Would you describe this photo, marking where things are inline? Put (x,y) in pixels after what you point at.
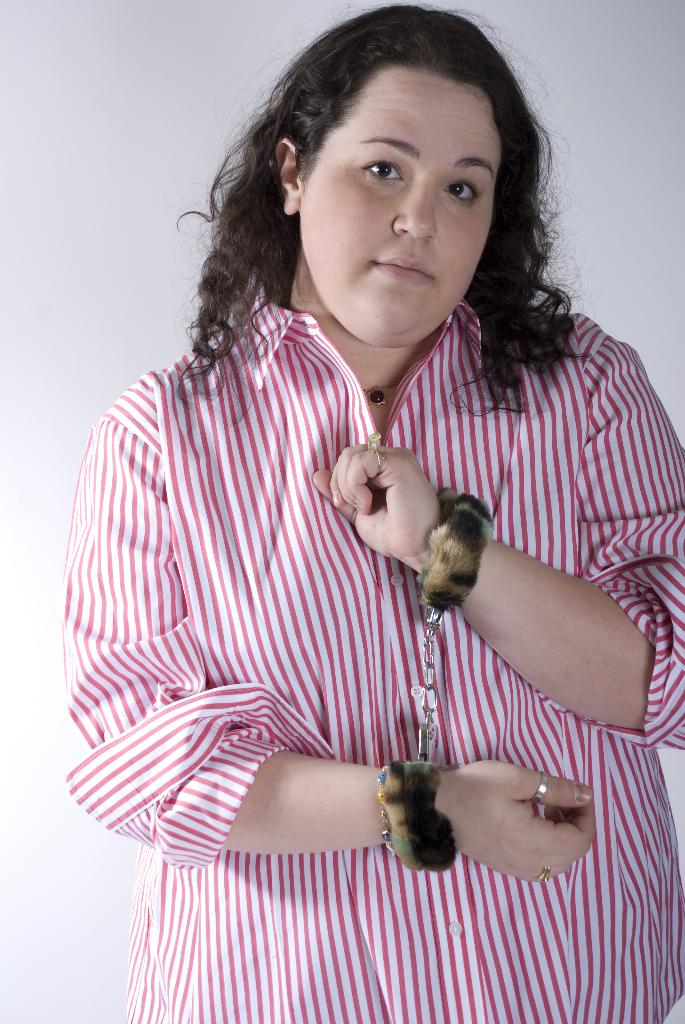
A beautiful woman (517,836) is showing the handcuffs (448,856), she wore shirt (295,628).
